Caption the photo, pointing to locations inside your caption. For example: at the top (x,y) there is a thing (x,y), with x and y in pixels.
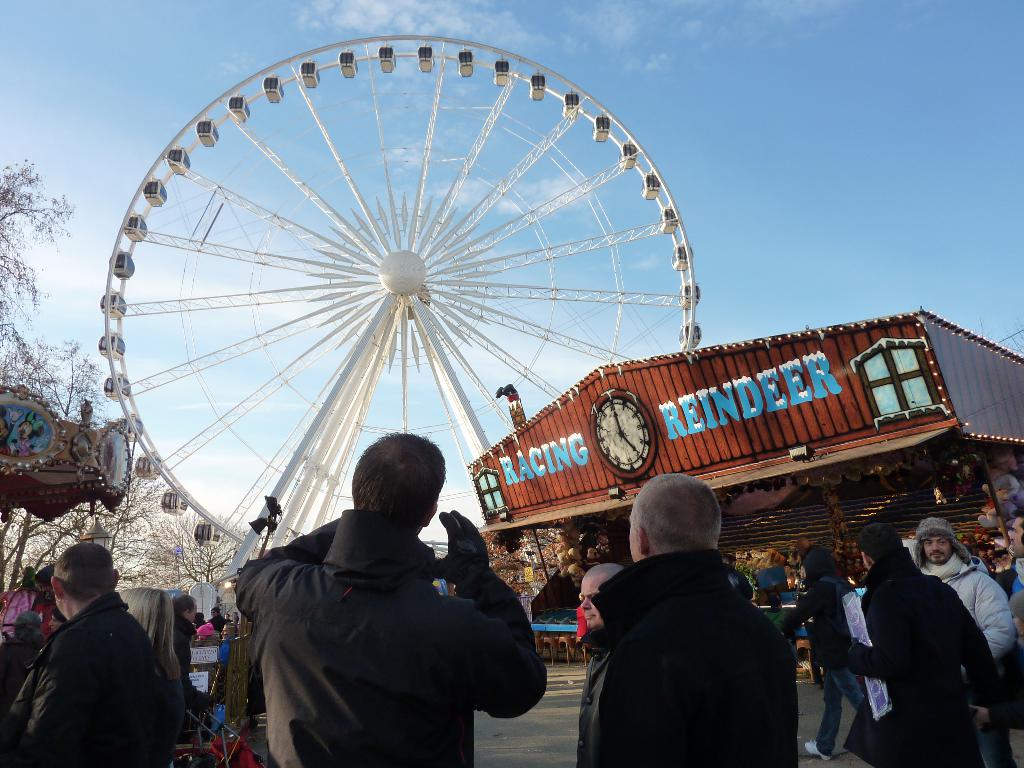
In the picture I can see people (698,677) are standing. I can also see a building (729,447), giant wheel (198,526), trees (148,568) and some other objects (547,642) on the ground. In the background (835,265) I can see the sky (843,253).
